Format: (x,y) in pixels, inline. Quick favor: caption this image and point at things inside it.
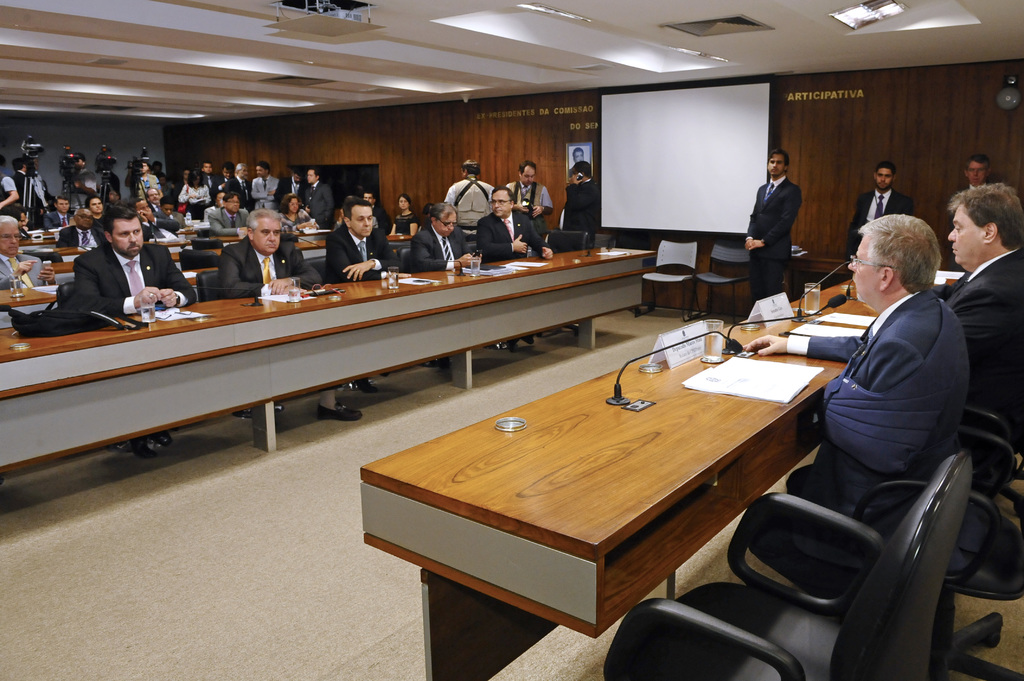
In this picture we can see group of people (113,266) where some are sitting on chairs (858,518) and some are standing at back (80,178) side with cameras (28,141) and in front of them on table (608,378) we can see glasses (714,341), papers (785,367), name boards (759,300) and beside to them we have wall (497,138), screen (662,147), frame (577,145).
